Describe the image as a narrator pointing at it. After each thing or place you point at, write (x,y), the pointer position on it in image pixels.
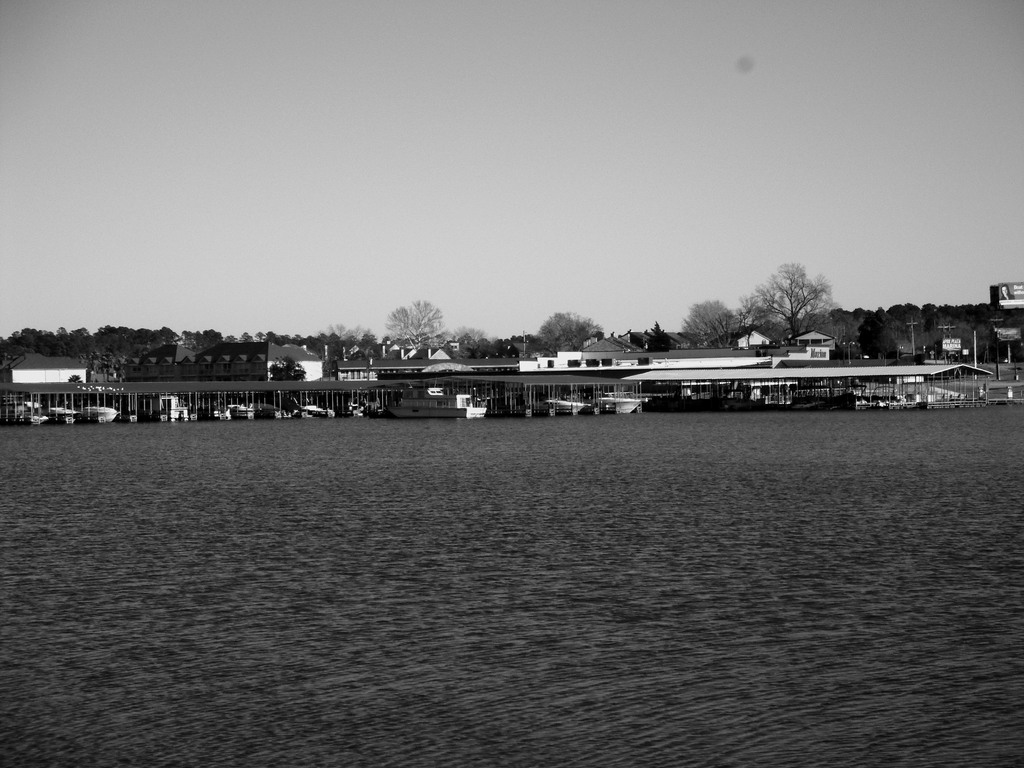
In this image we can able to see few houses (772,352) on the sea shore (547,397), there are few boats (442,406), we can see some trees (750,319) and sky (427,124).
